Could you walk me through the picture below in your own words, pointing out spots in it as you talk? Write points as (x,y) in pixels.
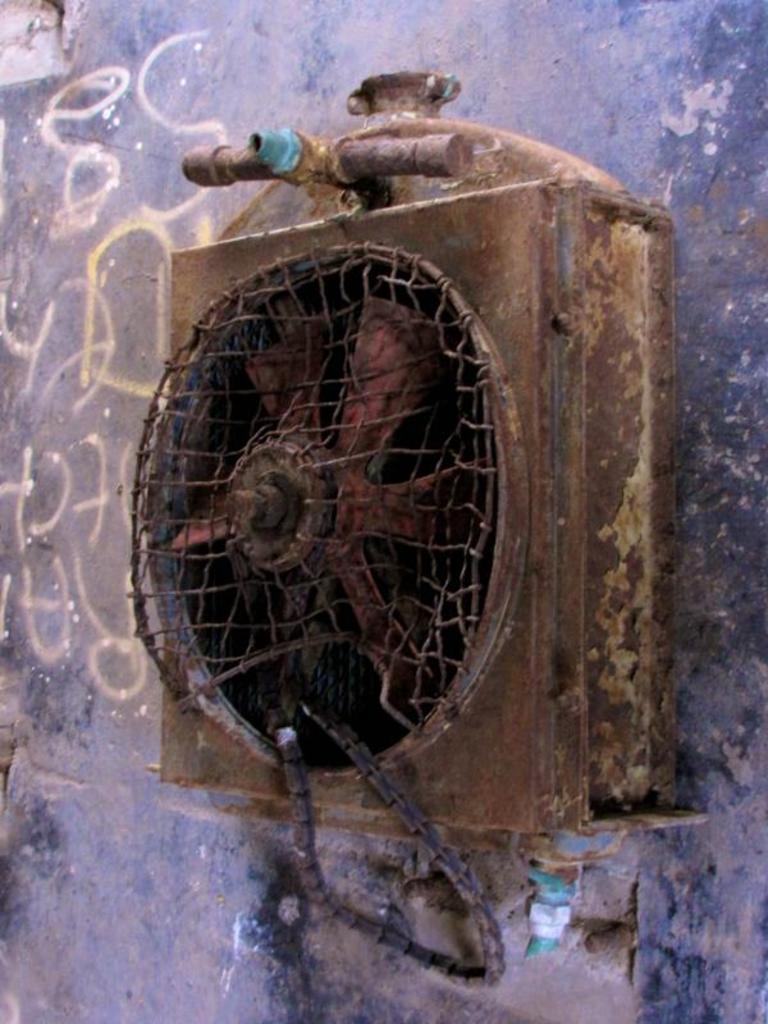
In this picture, in the middle (512,587), we can see an electronic fan (463,376) which is attached to a wall (655,115) and the wall (732,236) is in blue color.
